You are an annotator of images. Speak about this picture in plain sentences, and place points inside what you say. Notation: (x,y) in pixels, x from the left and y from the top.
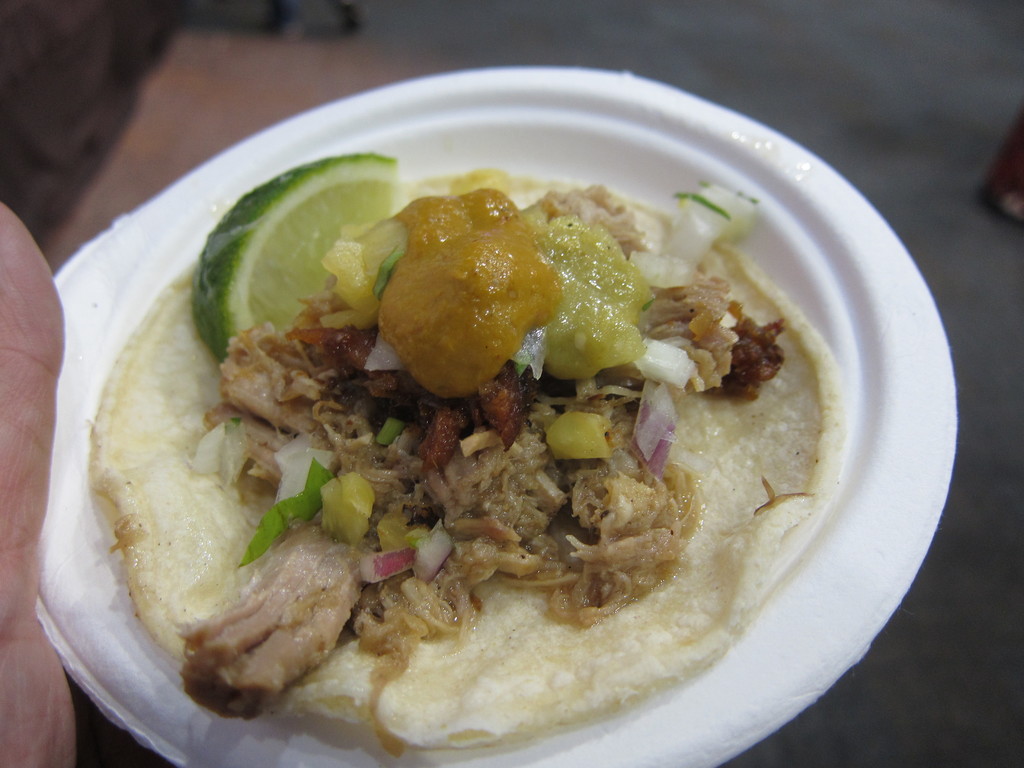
In this image there is a person (1,328) holding bowl (182,746) with some food (167,513).
